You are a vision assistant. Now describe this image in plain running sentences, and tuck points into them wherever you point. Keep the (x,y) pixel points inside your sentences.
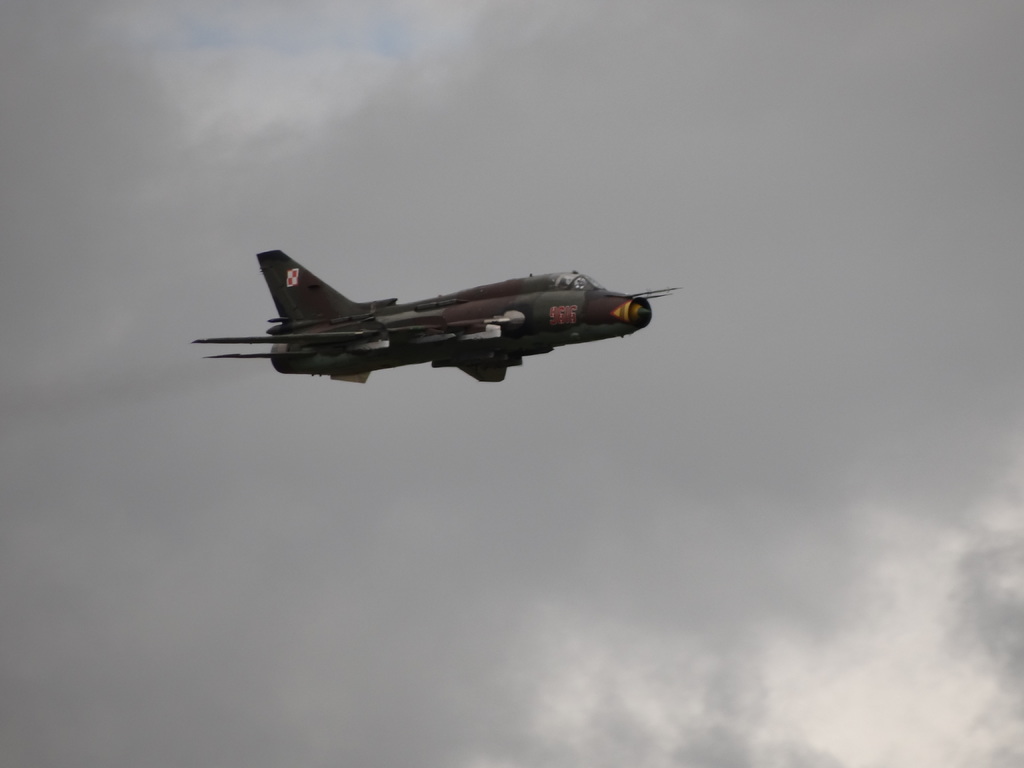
In this image there is an aircraft (531,343) flying in the air. In the background (122,294) there is the sky (348,534).
